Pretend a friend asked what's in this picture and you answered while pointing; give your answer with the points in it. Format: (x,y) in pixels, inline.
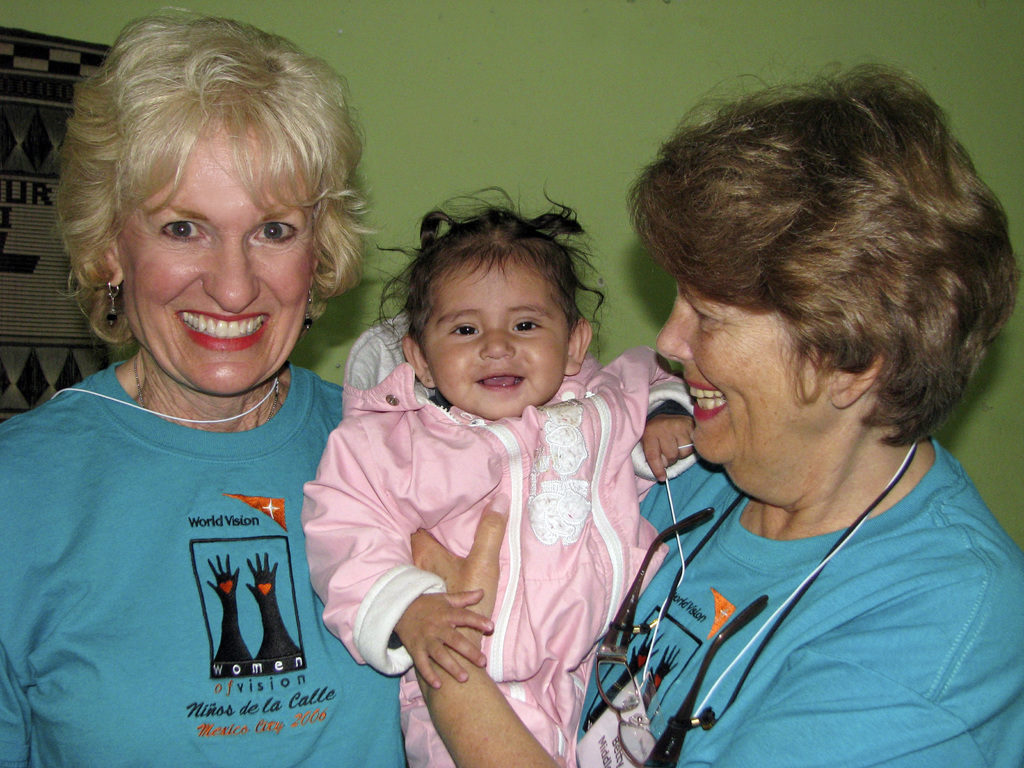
In this image we can see two women (831,562) with smiling faces (783,324) standing, one baby (483,343) with smiling face (469,339), one object (36,50) on the left side of the image (27,61), one woman (695,752) on the right side of the image (719,736) holding a baby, some text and images (258,606) on the women's T-shirts (245,601). There is a green wall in the background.
